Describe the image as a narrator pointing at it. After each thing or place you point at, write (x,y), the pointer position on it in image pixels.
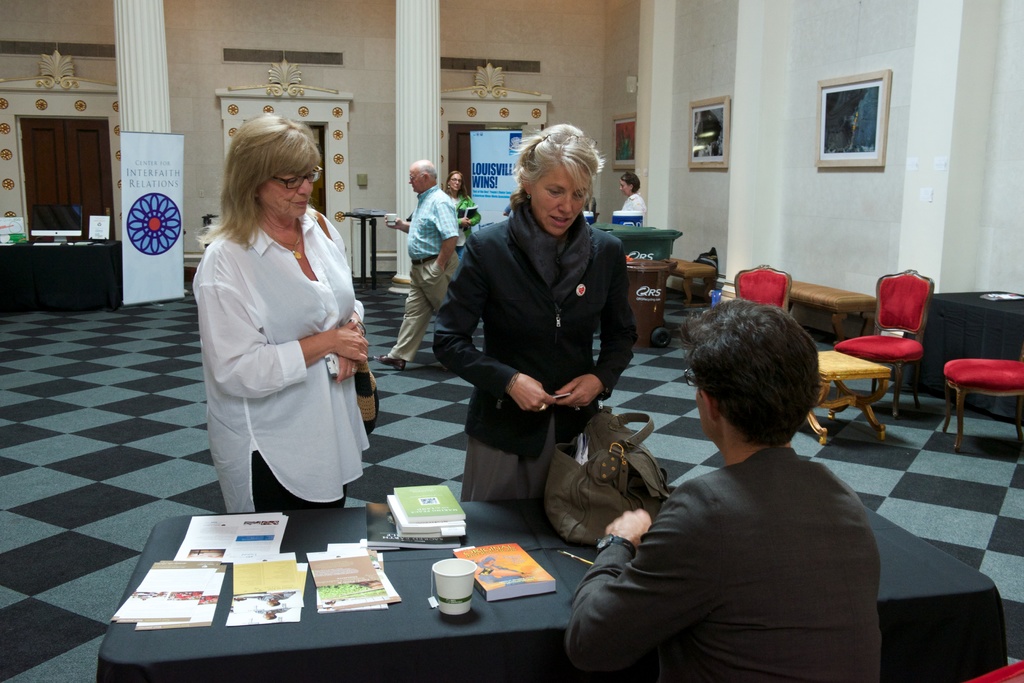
In this picture there are two people (341,251) standing and there is a person (644,511) sitting and we can see books (449,500), papers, cup (445,562) and bag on the table (330,541). There are people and we can see chairs (1002,366), table (953,351), benches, banner (481,136), pillars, floor (58,505) and objects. In the background of the image (124,244) we can see monitor (63,237), boards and objects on the table (85,254), banner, frames (866,113) on the wall (573,54), door (58,193) and objects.
